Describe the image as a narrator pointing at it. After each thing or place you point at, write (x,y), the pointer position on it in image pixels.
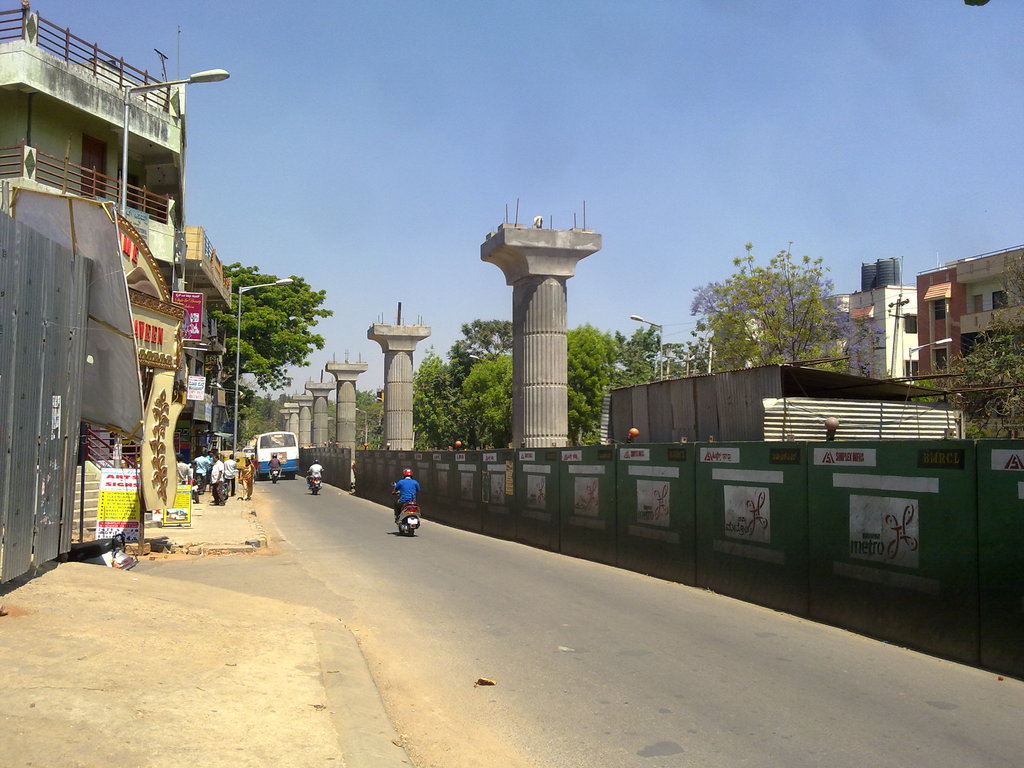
In this image we can see a few people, among them some people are driving the bikes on the road (316,500), also we can see a bus (274,442), there are some pillars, trees (313,300), buildings (921,359), fence (611,473), posters (107,500), wall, poles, lights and the shed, in the background (548,163) we can see the sky (542,211).
